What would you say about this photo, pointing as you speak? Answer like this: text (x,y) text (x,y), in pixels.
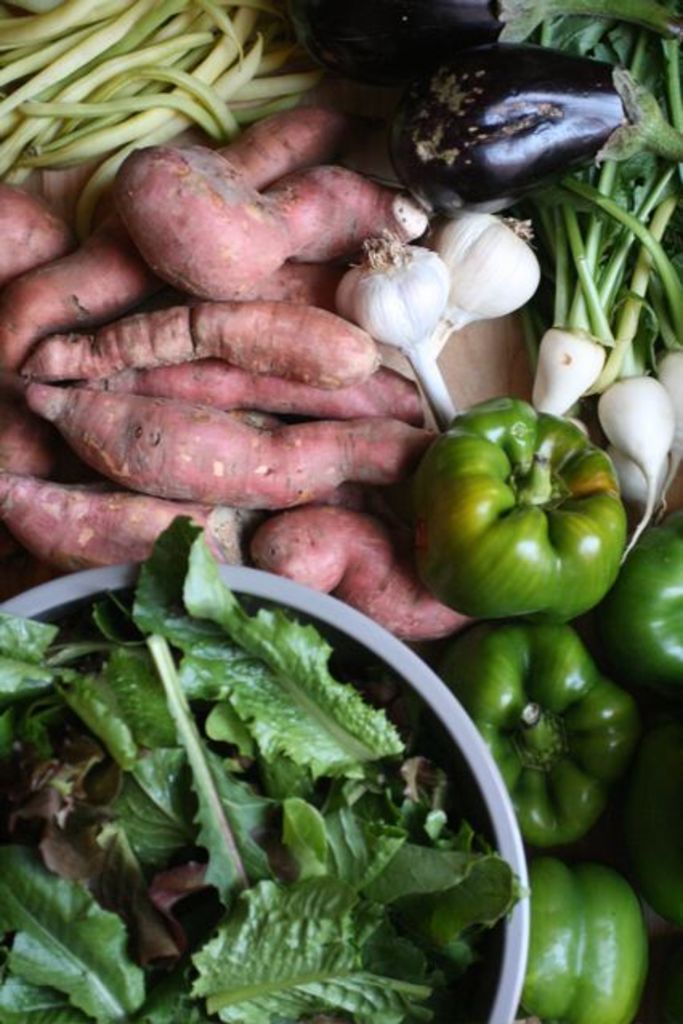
In the foreground of this image (251,864), there are leafy vegetables (297,826) in a bowl (486,1001), capsicums (618,724), sweet potatoes (279,381), beans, brinjal (514,135) and the garlic (500,299) on the wooden surface (480,371).
